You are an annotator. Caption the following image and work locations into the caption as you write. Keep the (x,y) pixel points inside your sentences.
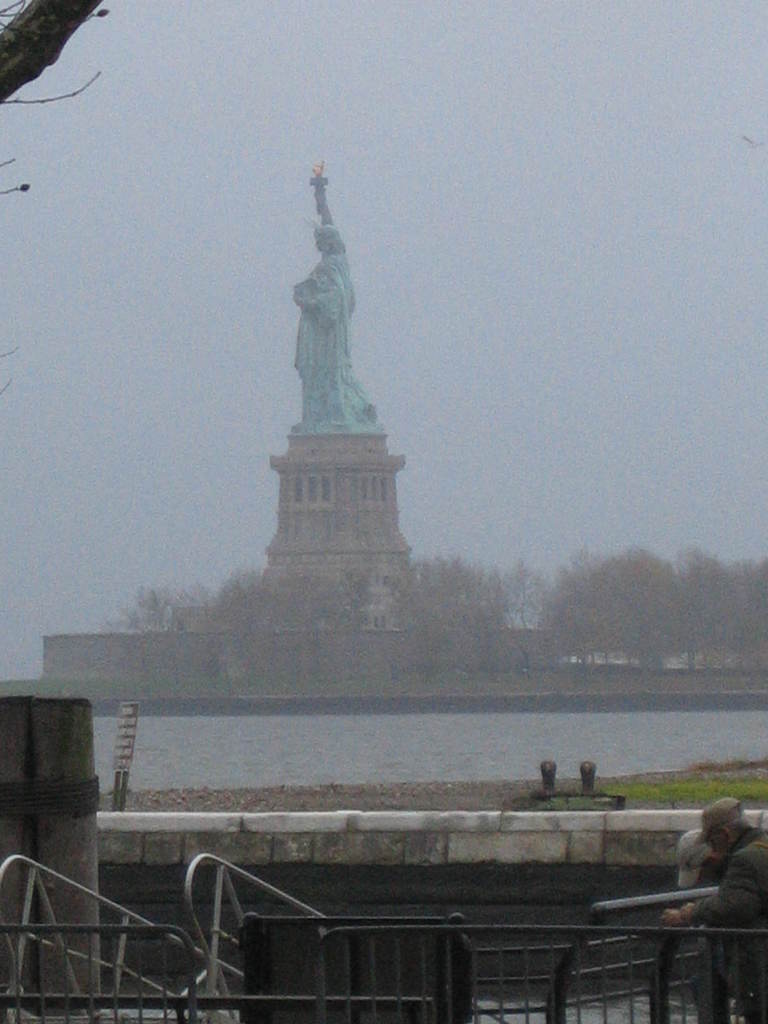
At the bottom of the picture (578,1000), we see men (758,979) standing beside the iron railing (655,1014). Behind them, we see the grass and a board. In the middle of the picture (342,548), we see the statue of the liberty (296,365). In the background (390,610), there are trees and buildings (301,656). At the top of the picture (460,117), we see the sky (269,66).
